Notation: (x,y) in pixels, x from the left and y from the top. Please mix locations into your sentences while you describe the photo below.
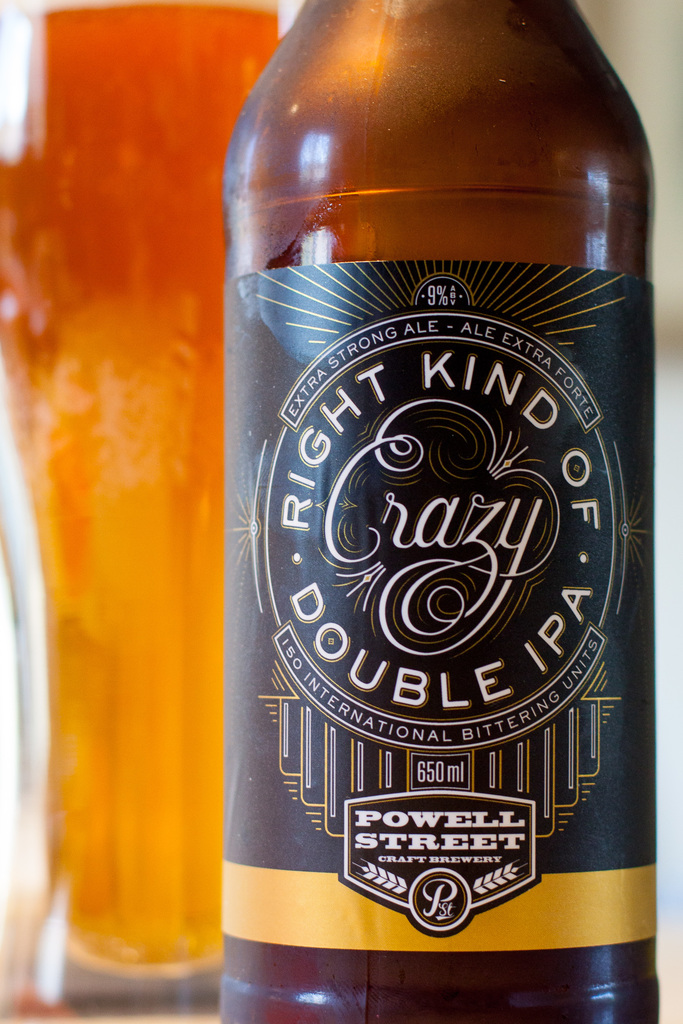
In this image I can see a beer bottle (418,348) which is in brown and black color. Back I can see orange color glass of beer (128,321) in background (94,295).
